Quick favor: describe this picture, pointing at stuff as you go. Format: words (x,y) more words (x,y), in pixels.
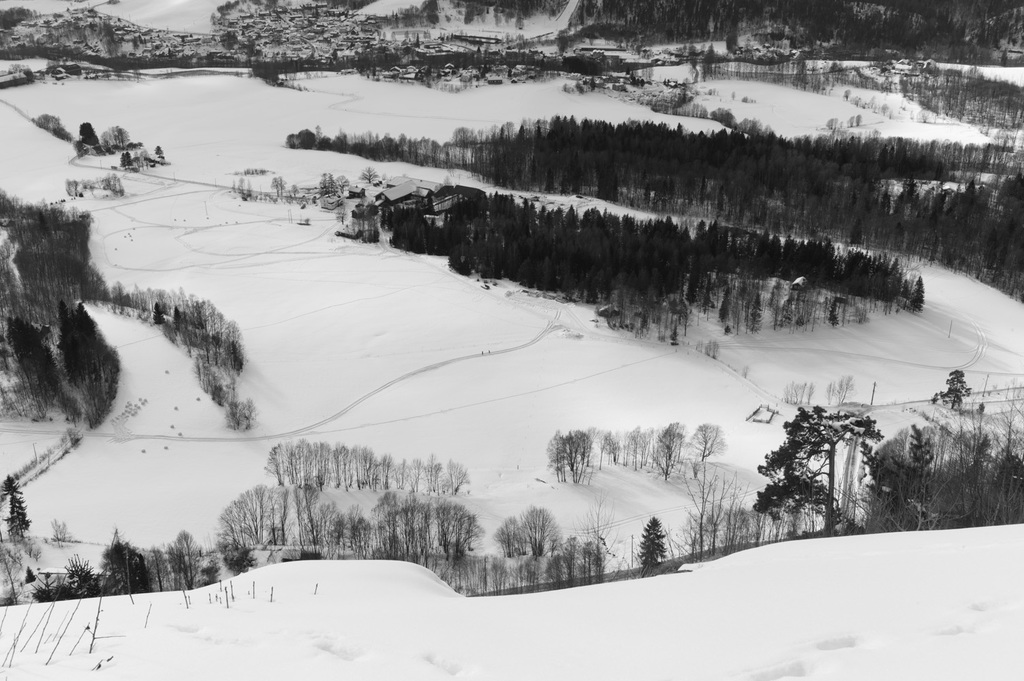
In this image, there is snow (583,397) on the ground (467,370), there are some plants (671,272) and trees (66,304).
